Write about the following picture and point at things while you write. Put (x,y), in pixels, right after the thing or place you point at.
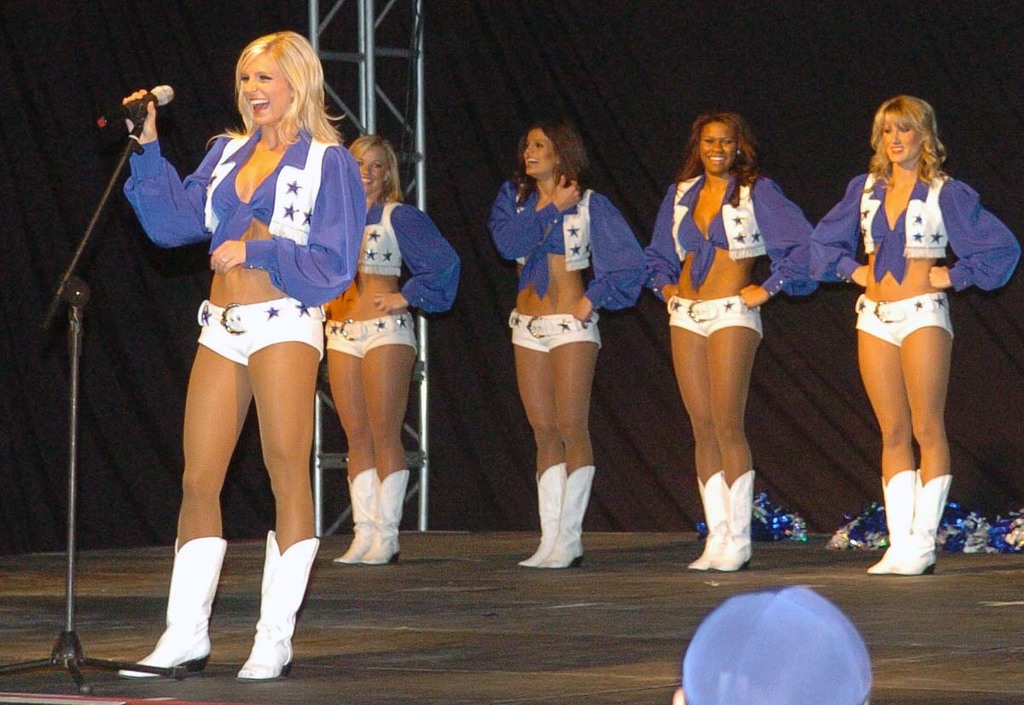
In this image on the left side (246,261) we can a woman (258,310) is standing on a stage (251,563) and holding a mic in her hand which is on a stand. In the background (392,301) we can see few women (392,162) are standing on the stage (657,685), poles (370,108), cloth (983,436) and objects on the stage (811,560).
